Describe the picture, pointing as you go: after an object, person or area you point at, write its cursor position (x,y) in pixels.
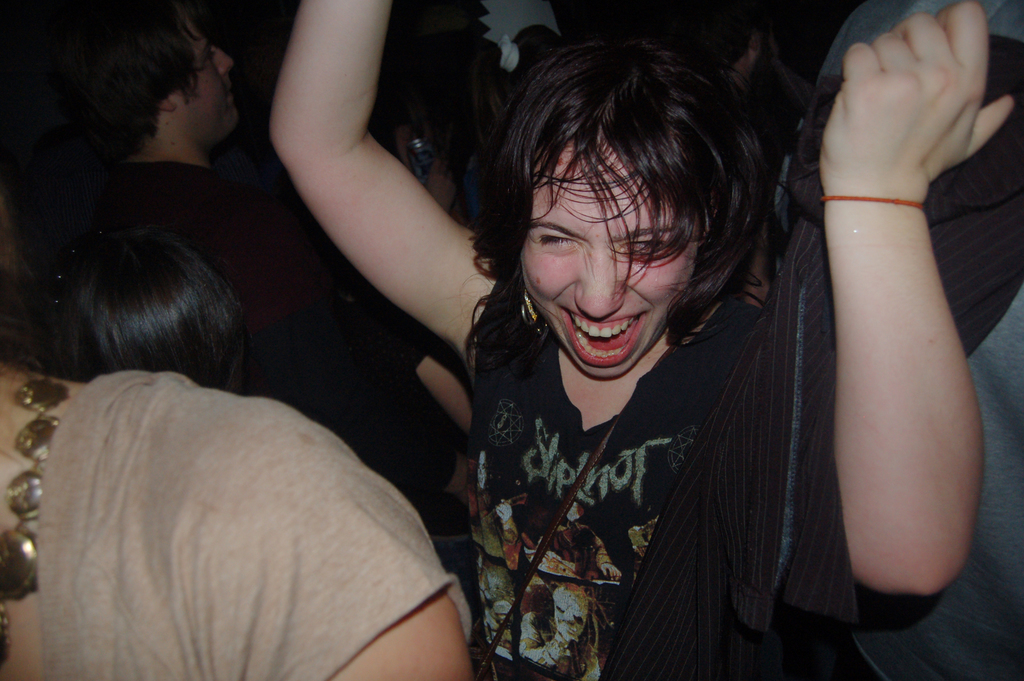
This is the picture of a group of people (223,111). And in front (395,203) there is a person (483,508) wearing black dress (579,660).
